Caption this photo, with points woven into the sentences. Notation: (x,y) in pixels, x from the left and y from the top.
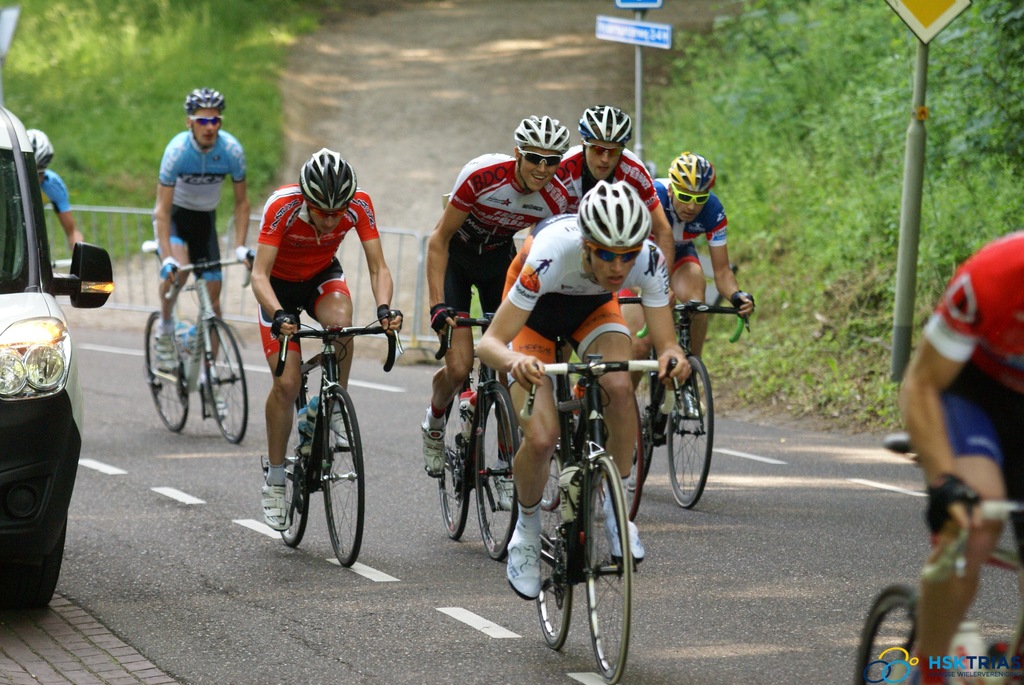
In this image there are few people (1012,307) riding a bicycle (584,470). On the left side (74,397) there is a car (57,456). In the background (786,168) there are some plants (775,131).
